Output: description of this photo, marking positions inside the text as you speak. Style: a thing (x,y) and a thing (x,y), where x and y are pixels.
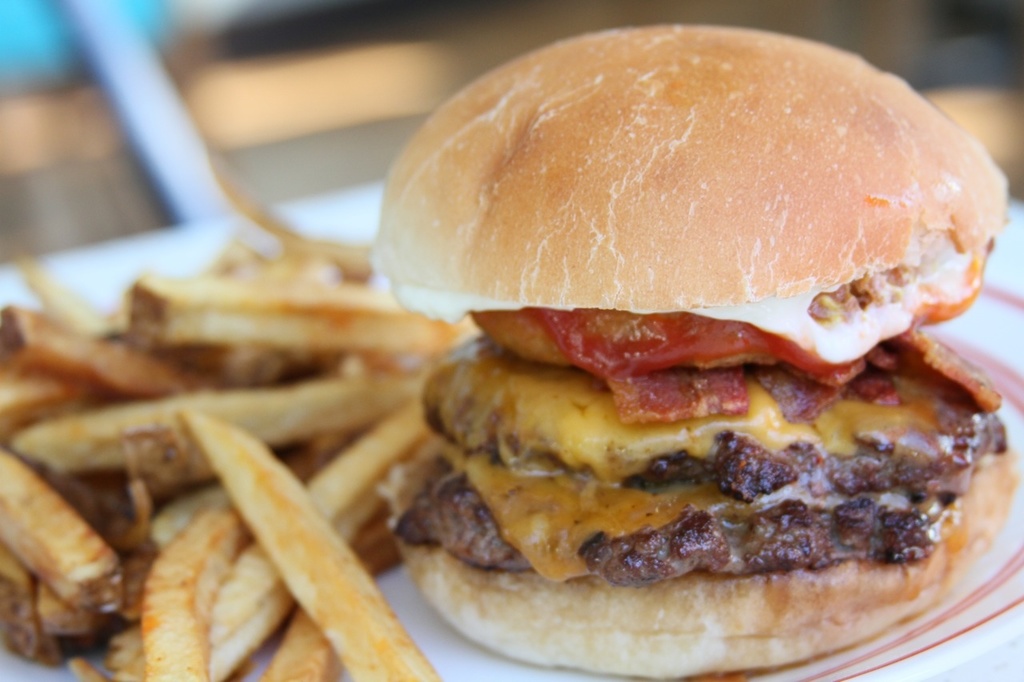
In this image I can see burger (668,319) and fries (358,444) are on the plate (994,578). In the background of the image (346,26) it is blurry.
